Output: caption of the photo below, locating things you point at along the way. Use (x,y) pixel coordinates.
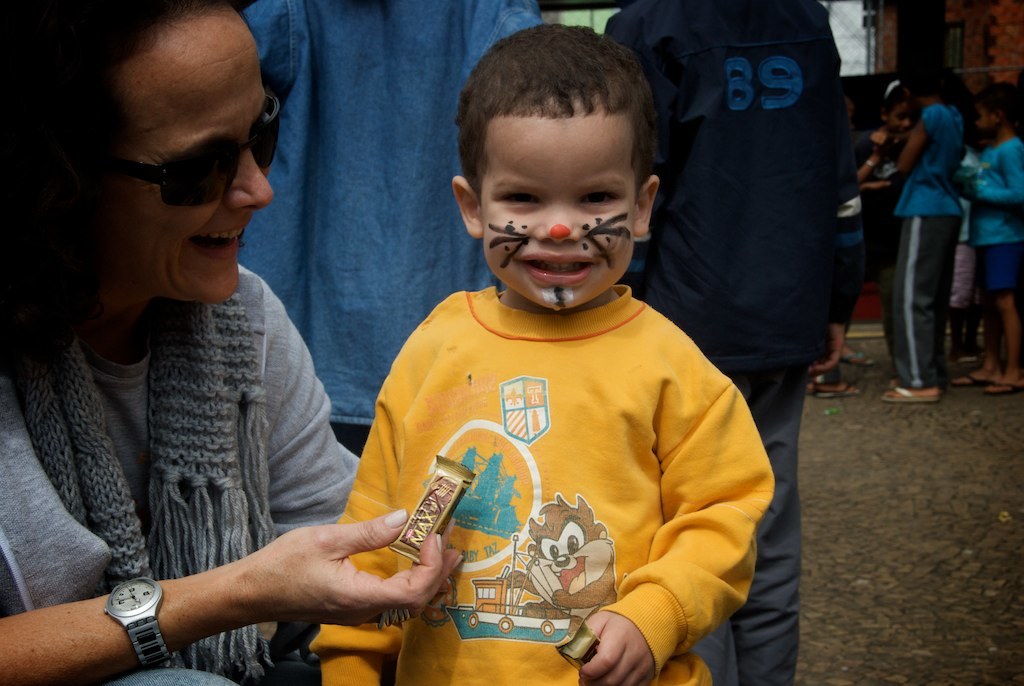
In this image I can see the group of people (519,322) with different color dresses (387,129). I can see one person (140,151) with the goggles (260,137) and holding something.
